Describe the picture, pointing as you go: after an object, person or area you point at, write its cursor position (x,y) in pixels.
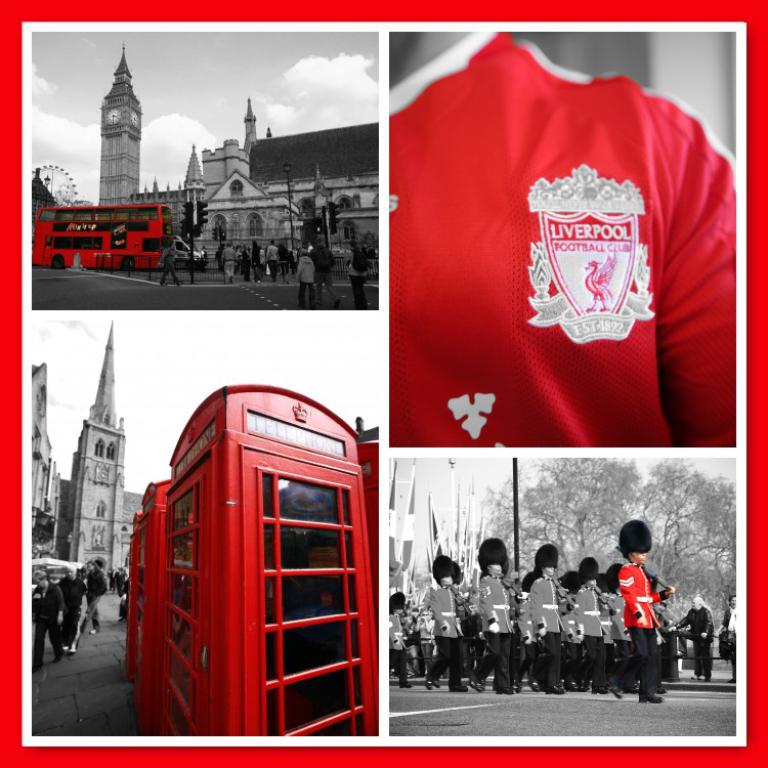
This is a collage. In the left top corner (159,174) there is an image with road (156,290), people (301,269), buildings (317,210), bus (111,220), clock tower (124,151), sky (227,78) with clouds (317,87). Below that there is an image with telephone booths (156,594). In the back (84,585) there are many people (89,576), buildings (112,497) and sky (209,378). In the right top corner (544,214) there is a logo (595,238) on a t shirt (556,239). Below that there is an image with many people (490,604) holding something (569,594) in the hand (524,598) and they are wearing caps (550,553). In the back (612,499) there are trees (622,492).
